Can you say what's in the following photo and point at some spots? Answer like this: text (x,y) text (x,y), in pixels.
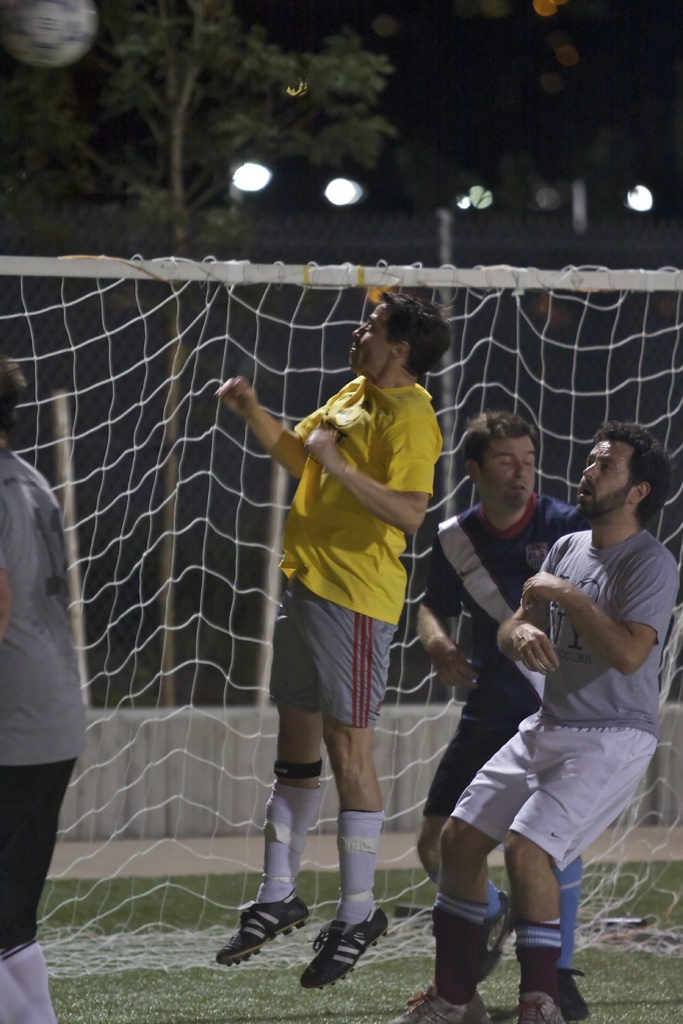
This is an image clicked in the dark. Here I can see four men (468,584) are wearing t-shirts (321,524), shorts (574,759) and shoes (359,946). Three men (427,996) are standing and one man (305,731) is jumping. At the back of these people (558,697) I can see a net (176,540). In the background (384,76), I can see a tree (202,105) and few lights (258,177).
